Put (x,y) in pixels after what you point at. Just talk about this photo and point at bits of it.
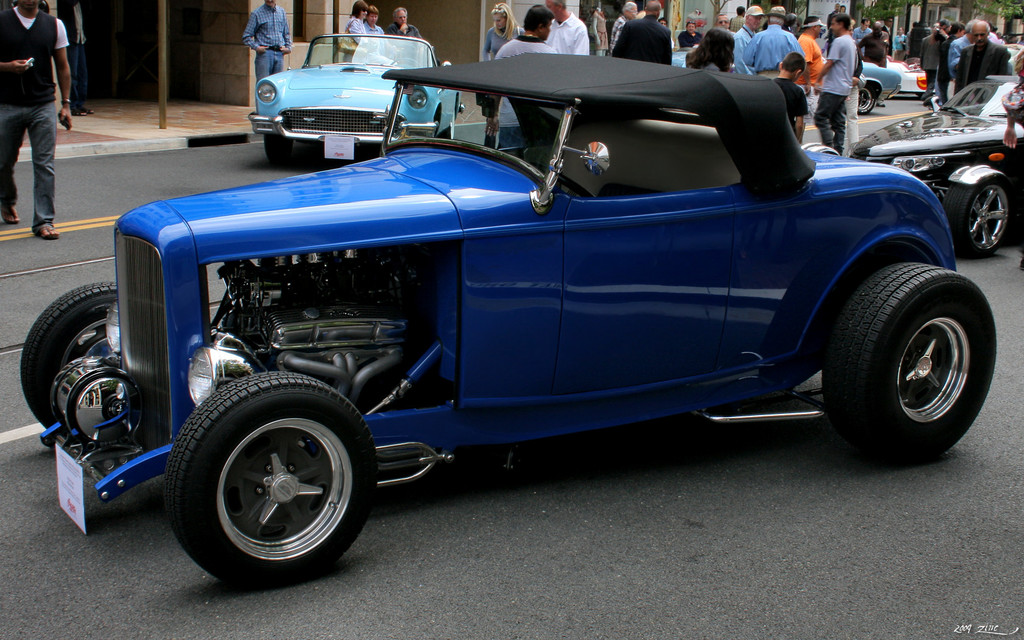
In the center of the image (343,220) we can see a car (540,334). In the background of the image (1010,9) we can see the buildings (937,19), poles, plants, vehicles (991,182) and some people (936,48) are standing on the road (1022,311). At the bottom of the image (480,475) we can see the road (47,549). In the bottom right corner (1017,627) we can see the text (967,630).
